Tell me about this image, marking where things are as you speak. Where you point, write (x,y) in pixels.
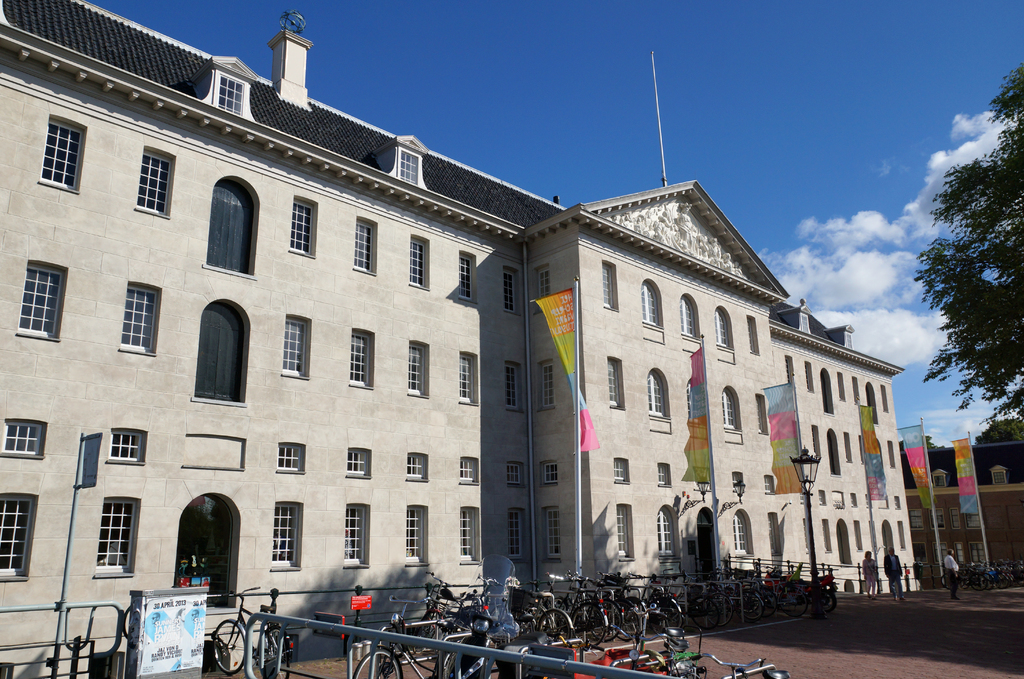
This is a building (413,277) with the windows (234,304) and doors (184,510). These are the sculptures (665,225) on the building wall (150,480). This looks like a pole (664,164). I can see the bicycles (783,590), which are parked. This looks like a light pole (806,497). These are the flags (693,452) hanging to the poles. I can see three people (894,571) standing. On the right side of the image (989,332), that looks like a tree (1006,282). These are the clouds (883,256) in the sky (829,109).
